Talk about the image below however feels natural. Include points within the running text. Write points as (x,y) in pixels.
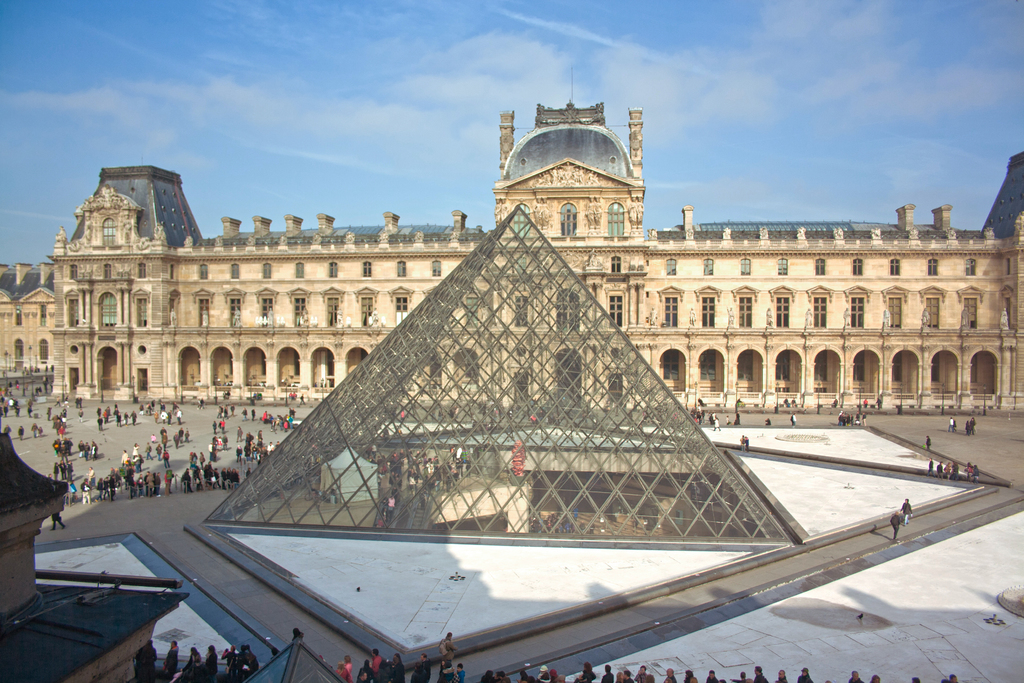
In this image I can see number of people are standing. I can also see few buildings (223,335), windows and in background (678,191) I can see clouds (404,111) and the sky (702,89).
